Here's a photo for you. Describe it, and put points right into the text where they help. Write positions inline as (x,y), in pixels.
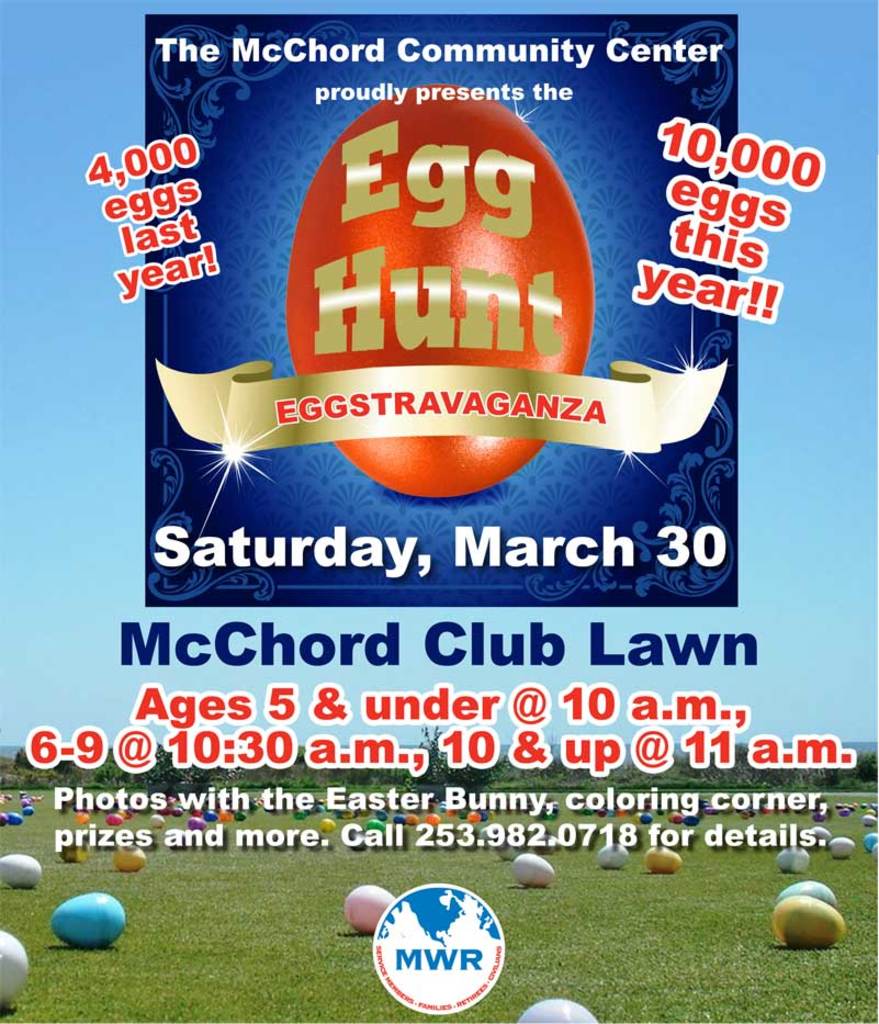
This is a poster (396,800) having an image, a watermark (391,931) and texts (409,698), which are in red, blue, white and golden color. In the image, we can see there are eggs (77,916) on the grass (341,869) on the ground (357,947). In the background (785,685), there are trees (844,788) and the blue sky (797,77).
